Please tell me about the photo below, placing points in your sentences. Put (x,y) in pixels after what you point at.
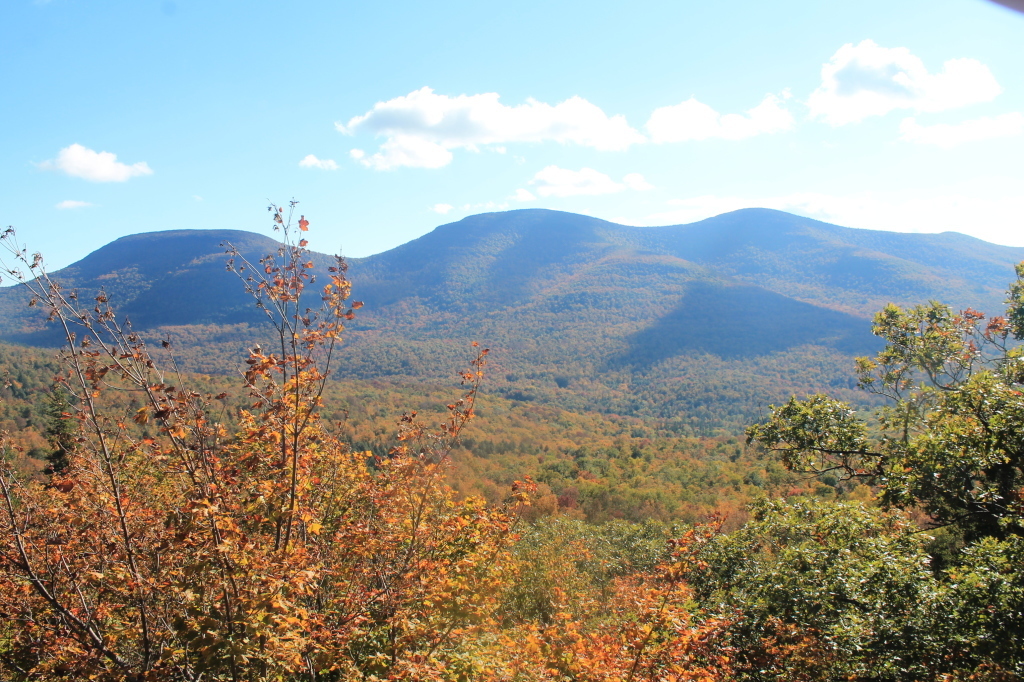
These are green color trees (548,357) and a sky (472,158).
